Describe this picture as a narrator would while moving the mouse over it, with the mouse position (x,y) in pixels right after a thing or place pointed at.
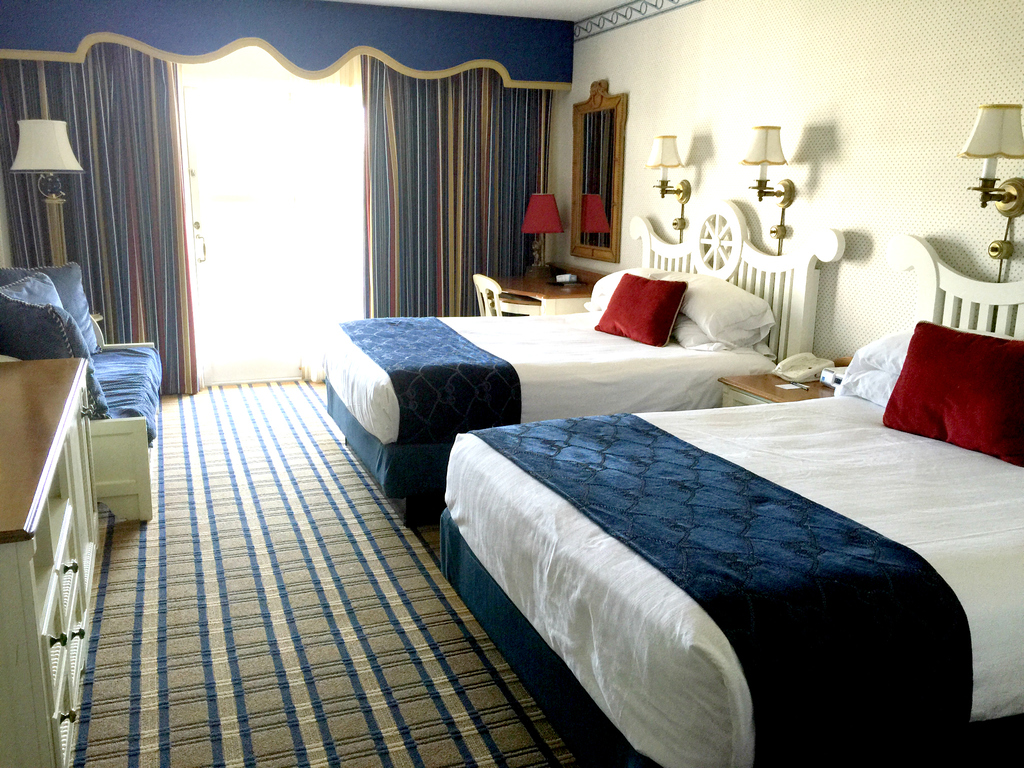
There are two beds (746,470) with pillow (957,412) and on the wall (875,155) lamp (766,173), here there are two curtains (378,155), here there is drawers (65,535).
